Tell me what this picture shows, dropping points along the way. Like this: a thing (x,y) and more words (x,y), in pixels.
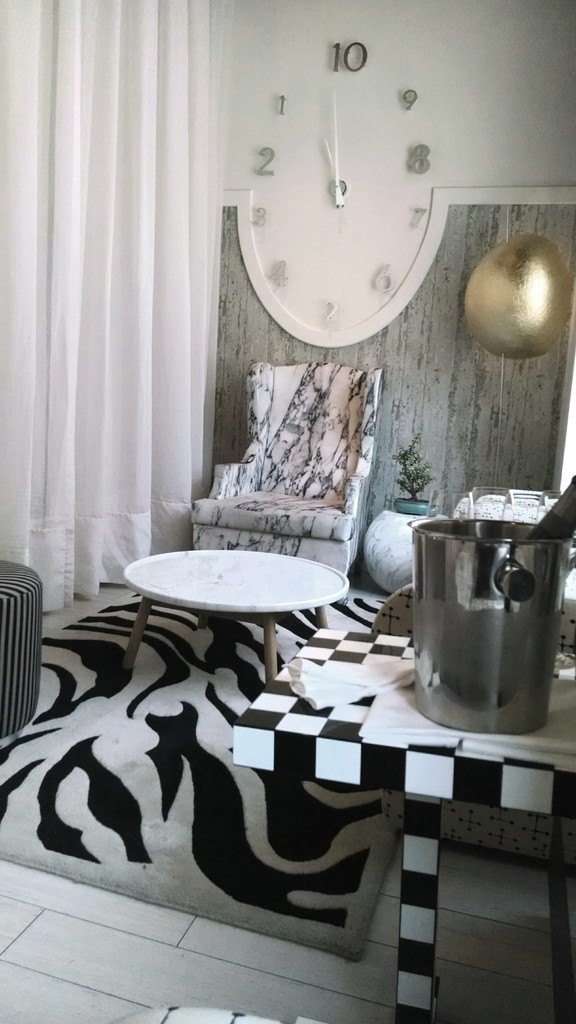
In this picture we can see a chair (375,423), table (306,593), curtain (163,386), cloth (504,747), carpet (183,750), house plant (405,509), wall (403,395) and a steel container (458,629).
